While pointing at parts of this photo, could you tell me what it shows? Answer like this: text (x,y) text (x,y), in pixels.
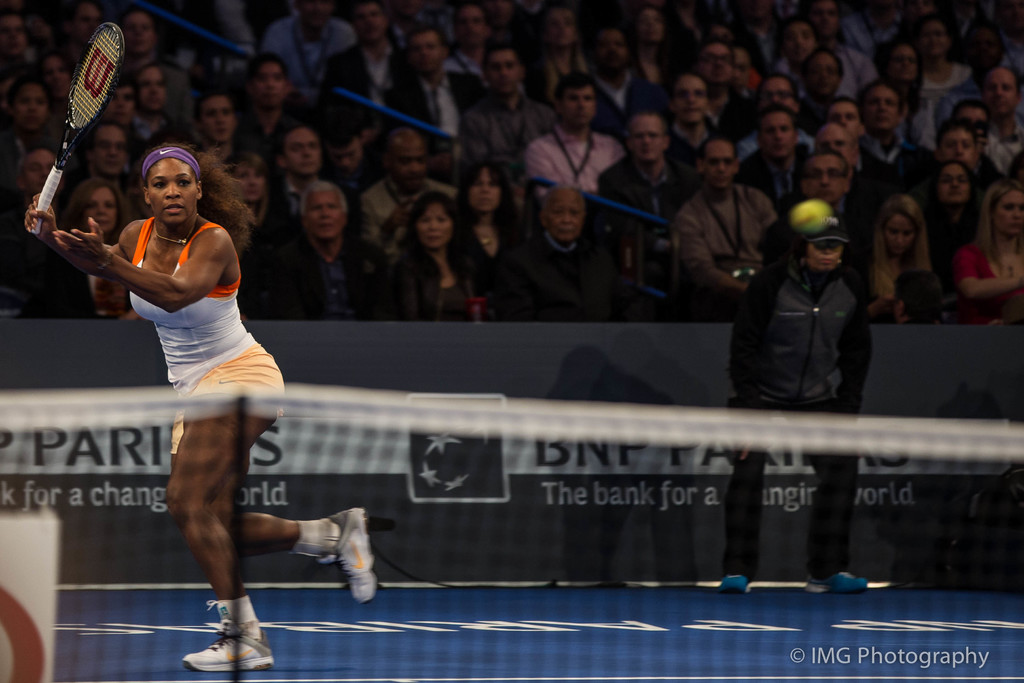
This picture shows a woman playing tennis with a racket (95,83) and we see audience (1015,198) watching them and here we see a man (730,589) standing called umpire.
